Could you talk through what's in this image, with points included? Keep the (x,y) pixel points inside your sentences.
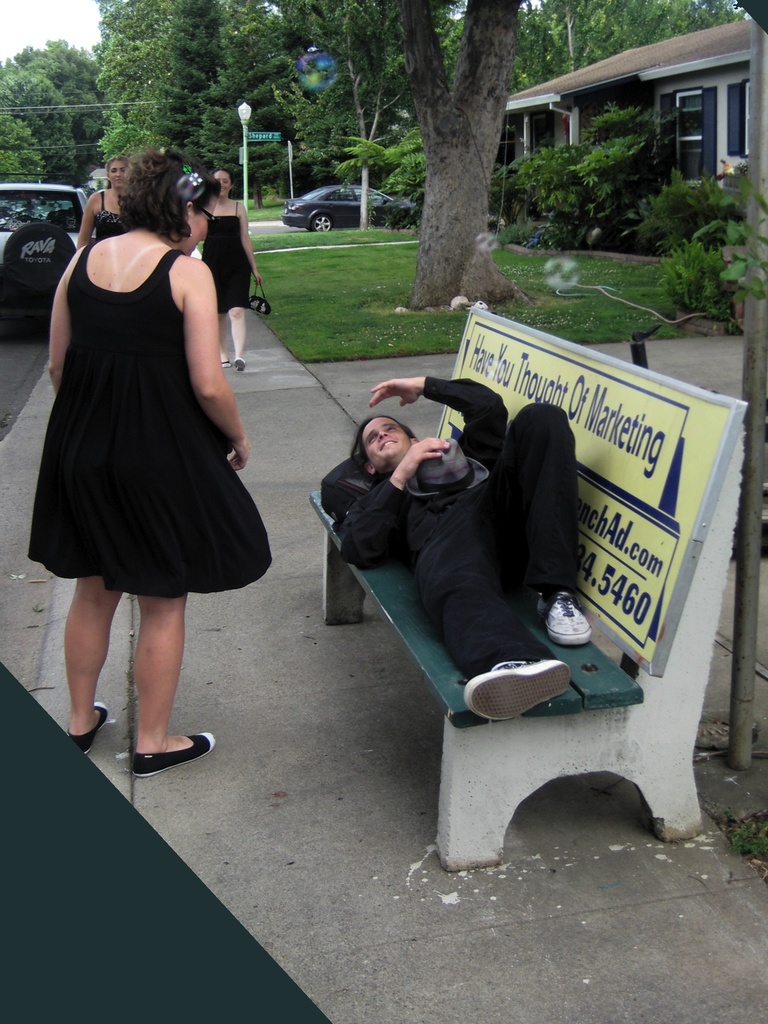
In this picture we can see a man (422,562) in black dress (398,496) lying on the bench (398,618) and in front of him there is a lady (114,589) in black gown (101,442) and two other ladies (254,277) and two cars (299,204), grass (356,280), some plants (348,98) and a house (724,131).
